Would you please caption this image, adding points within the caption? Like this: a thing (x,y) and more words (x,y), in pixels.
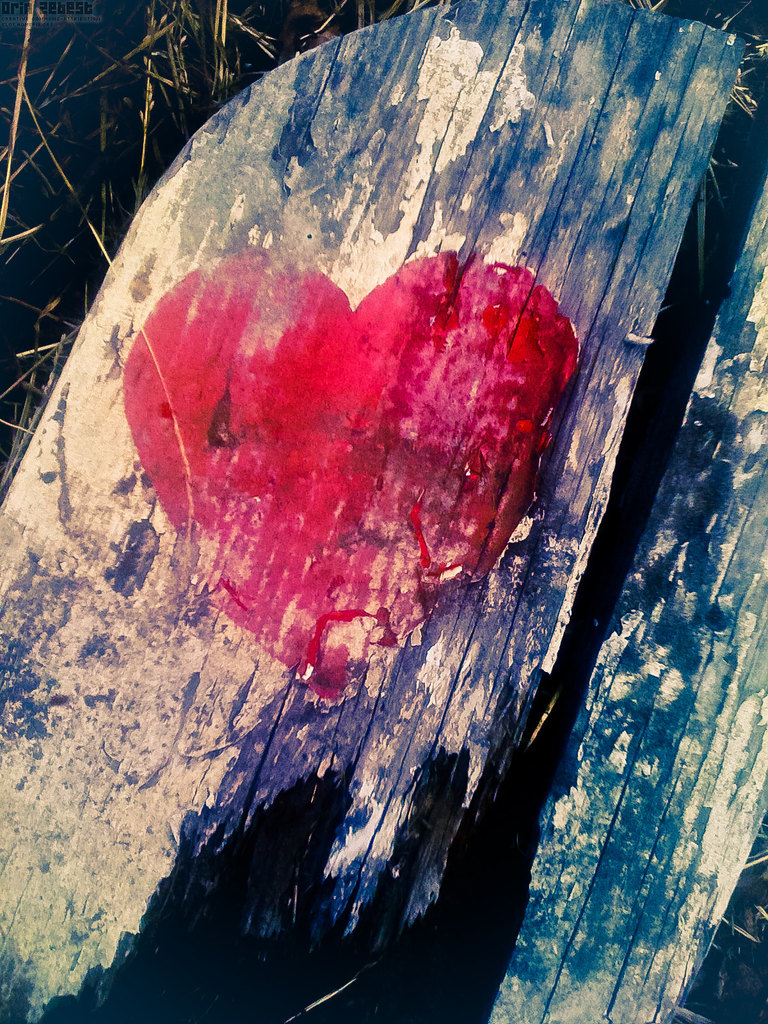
On the wooden surface (279,206) there is a red color heart shape (350,497). In the back (152,119) there are some grasses (141,108).
